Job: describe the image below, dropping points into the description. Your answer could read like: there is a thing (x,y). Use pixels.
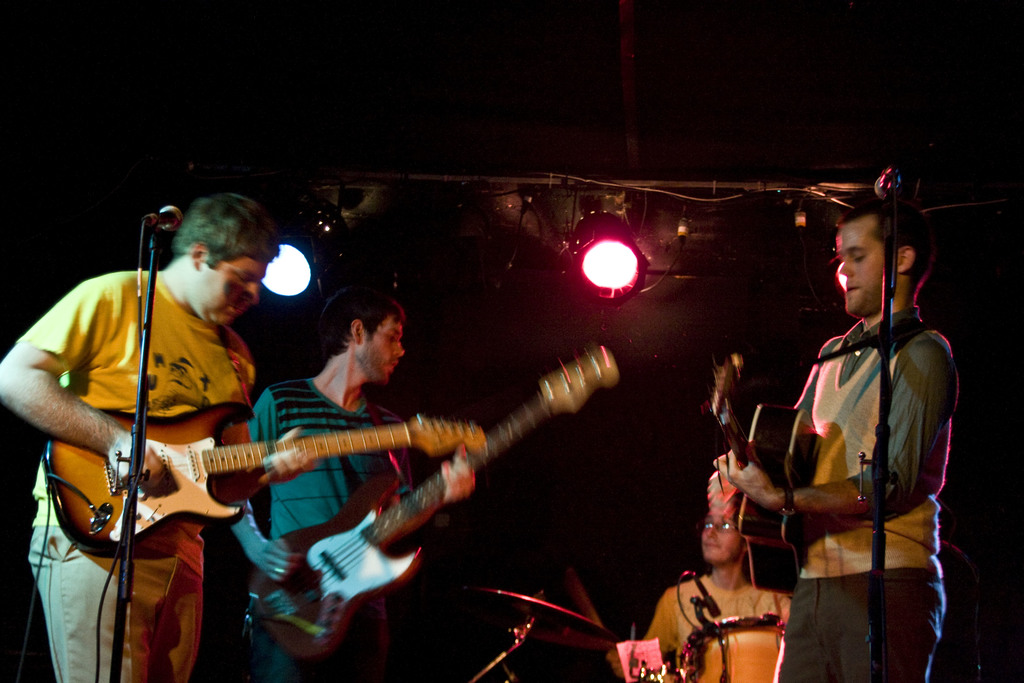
Here we can see three persons (470,481) are playing guitar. These are the mikes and there is a light (573,252). And these are some musical instruments (698,673).
